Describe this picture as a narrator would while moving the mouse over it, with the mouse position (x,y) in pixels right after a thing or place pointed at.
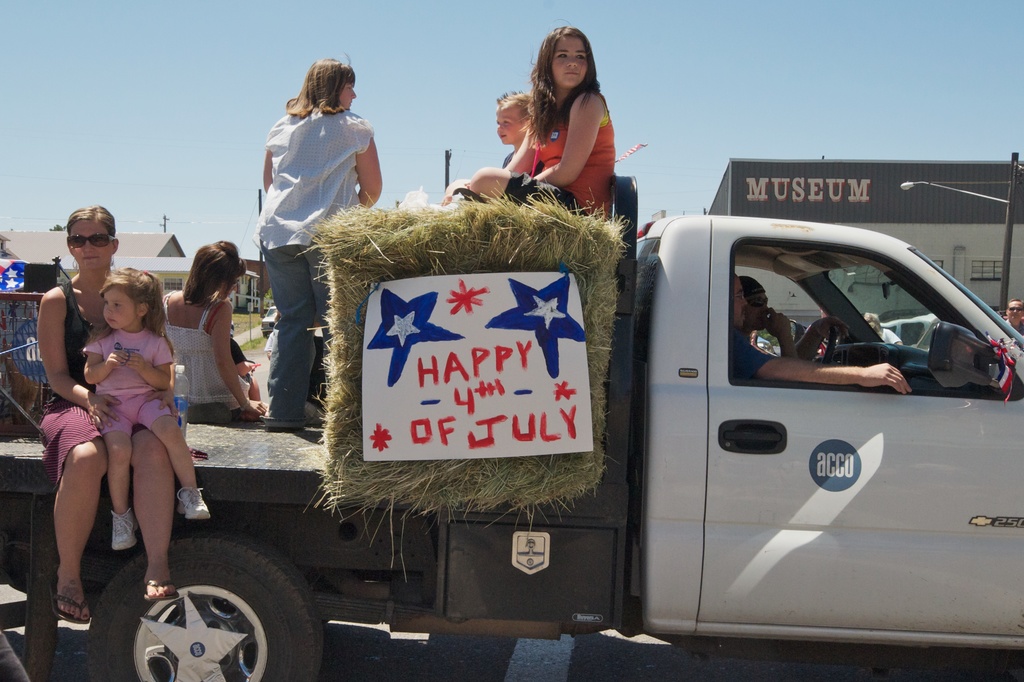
In this image i can see a group of people (217,283) are sitting on a truck (826,492) and a woman (347,204) is standing.
